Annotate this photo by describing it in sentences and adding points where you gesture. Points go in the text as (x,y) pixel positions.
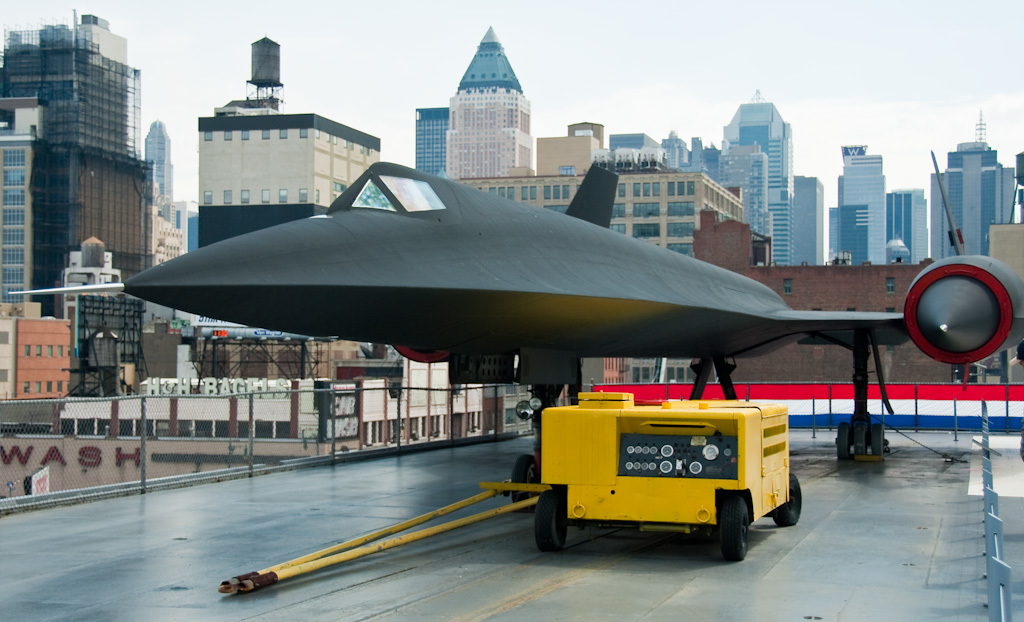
In this image we can see an object (465,256) that looks like aircraft (554,379), vehicle (601,446), buildings (470,78), fence (484,385) and in the background (616,65) we can see the sky (600,65).
